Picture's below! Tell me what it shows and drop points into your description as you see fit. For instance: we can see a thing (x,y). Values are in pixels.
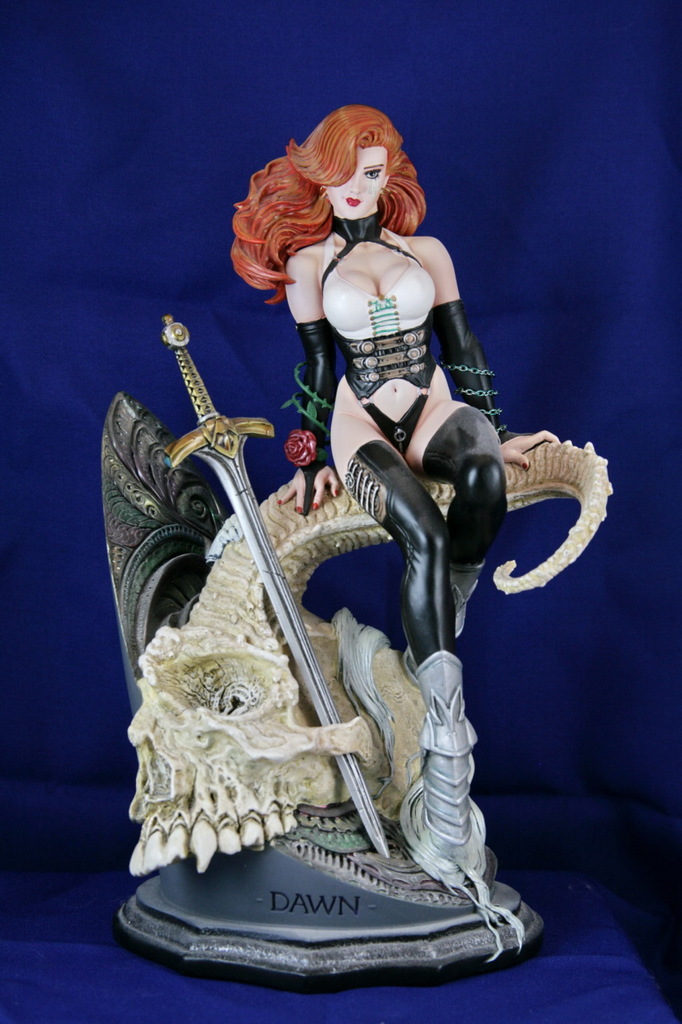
In this picture I can see there is a statue (310,692) of a woman (454,714) and there is a sword (209,408) next to her and it is placed on a blue color surface (518,981) and the backdrop (16,862) is a blue backdrop (71,714).
